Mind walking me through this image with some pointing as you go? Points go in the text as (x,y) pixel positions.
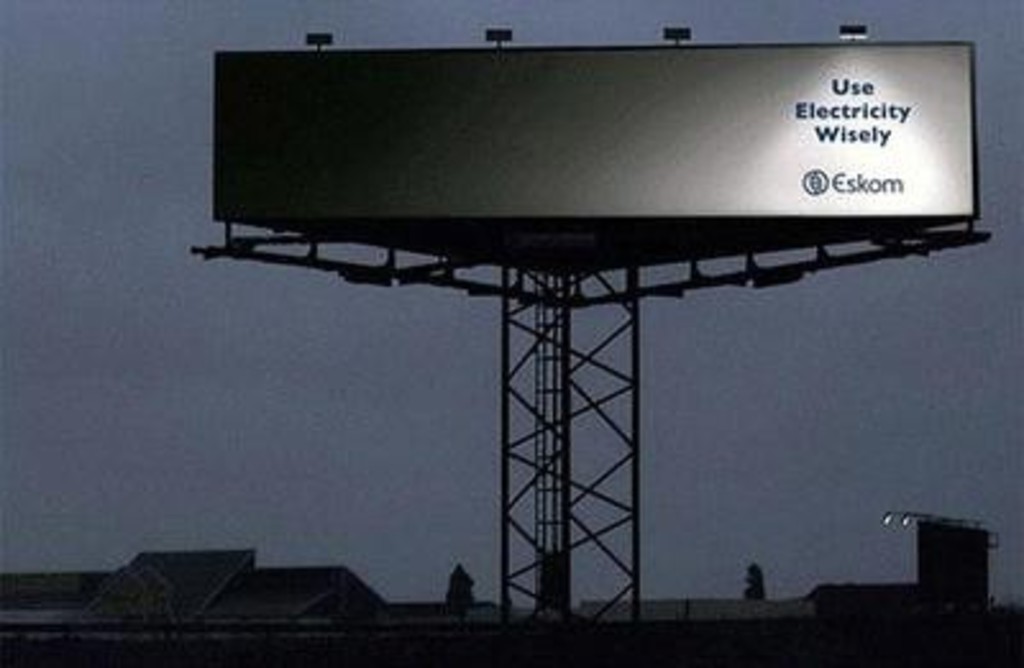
In this image I can see the dark picture in which I can see few buildings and a huge tower (568,351) to which I can see a huge banner (534,141) and few lights (318,38). In the background (365,28) I can see the sky (107,322).
